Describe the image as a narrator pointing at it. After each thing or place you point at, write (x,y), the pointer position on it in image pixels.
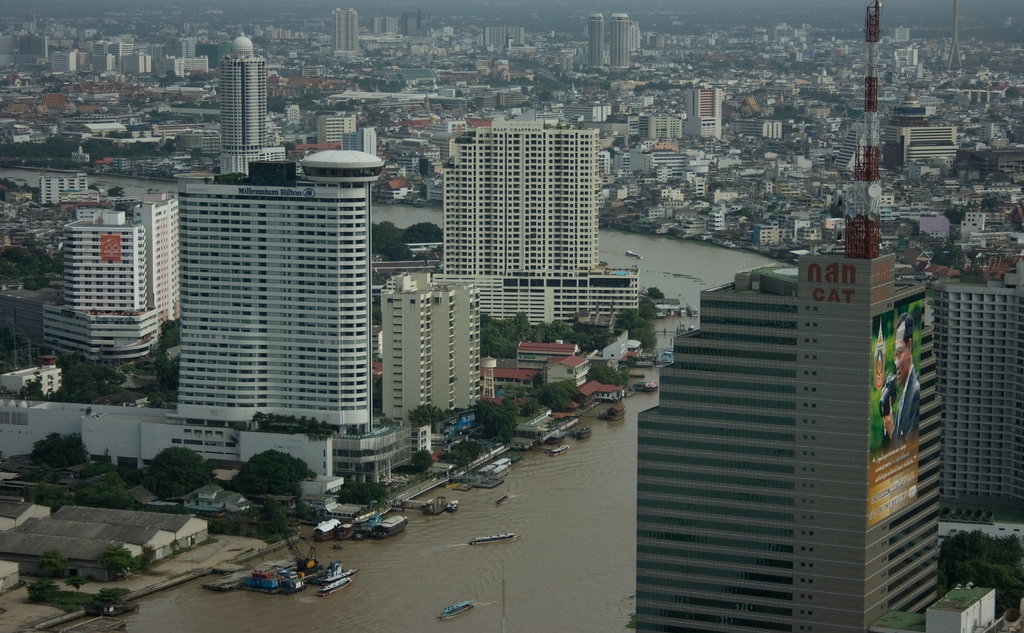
This is an aerial view. In this picture we can see the buildings (574,200), trees (488,323), houses (562,373), boats (263,587), water (553,540), pole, towers (874,167), boats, ground (206,555). At the top of the image (624,2) we can see the sky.
